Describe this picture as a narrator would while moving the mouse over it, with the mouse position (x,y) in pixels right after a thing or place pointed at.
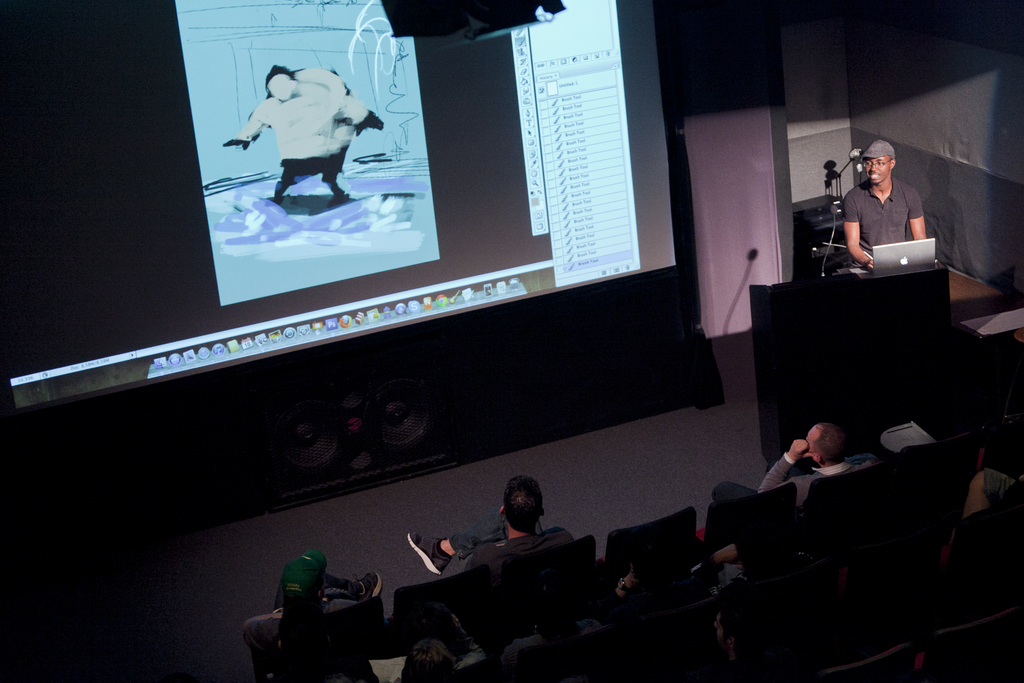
In this picture there is a projector screen (440,161) at the top side of the image (440,225) and there are people (504,529) those who are sitting on the chairs (693,514) at the bottom side of the image (484,561), there is a man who is standing on the right side of the image (782,301), in front of a desk (866,280) on which there is a mic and a laptop (910,265).
